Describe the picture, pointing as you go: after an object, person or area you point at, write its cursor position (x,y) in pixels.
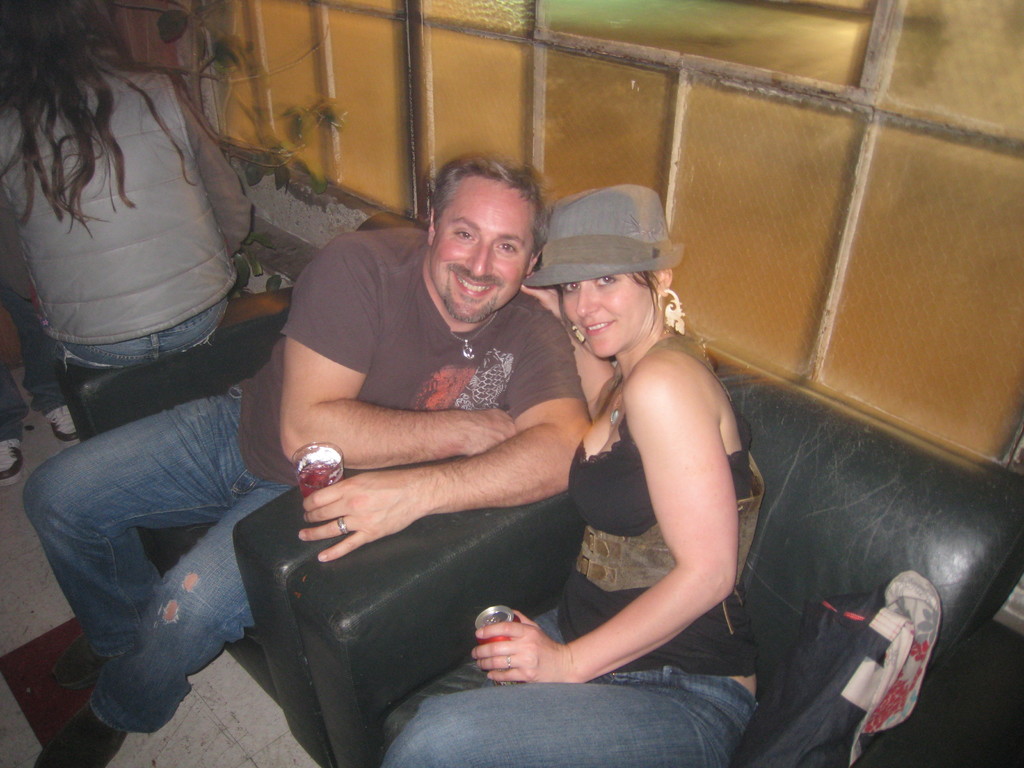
In this picture, we can see a few people (625,555) and two (306,421) are holding some objects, we can see the ground (4,650), sofa (891,546), the glass wall (834,163), and we can see a plant (258,173).
